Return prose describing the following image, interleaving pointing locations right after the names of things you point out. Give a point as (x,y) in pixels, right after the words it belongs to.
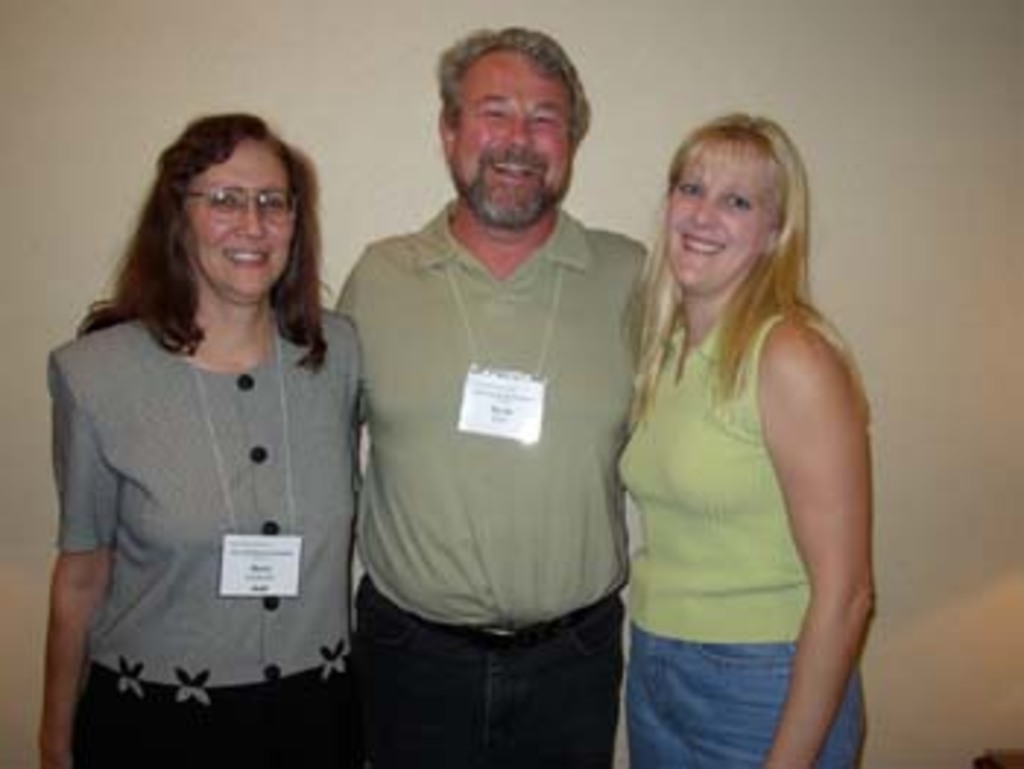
These three people (700,550) are standing and smiling. These two people (512,350) wore id cards (266,550).
